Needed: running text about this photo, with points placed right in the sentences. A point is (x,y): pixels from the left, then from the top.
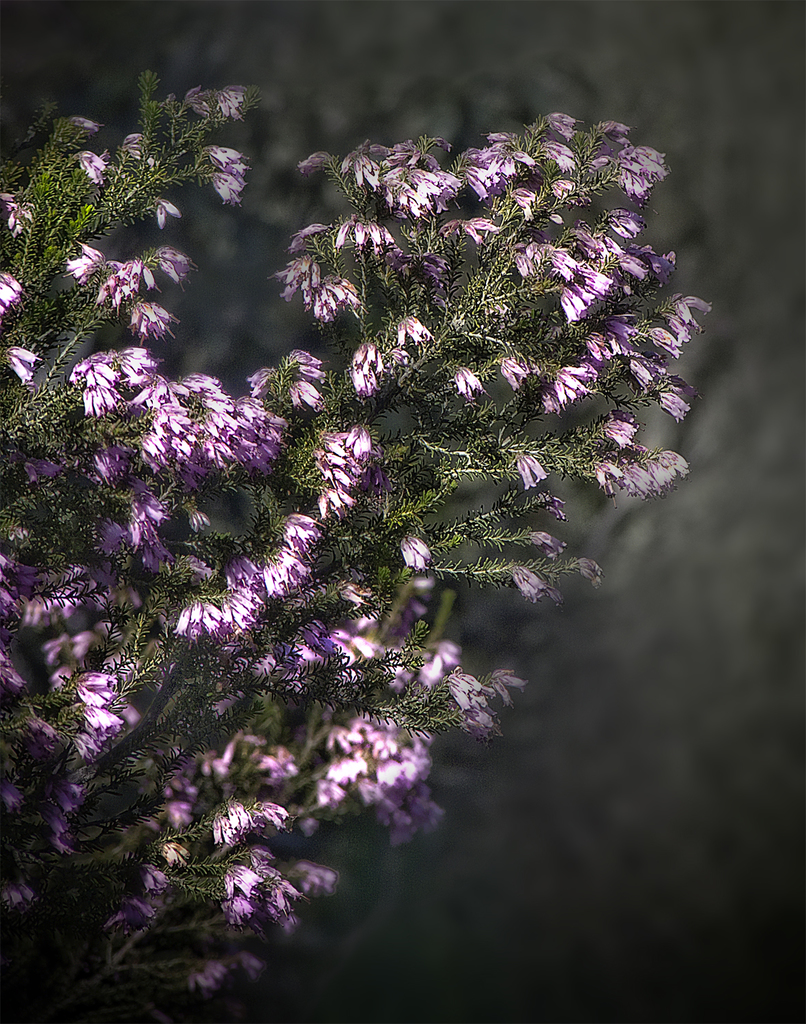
In this image there is a bunch of flowers (24,607), in the background (617,828) it is blurred.
